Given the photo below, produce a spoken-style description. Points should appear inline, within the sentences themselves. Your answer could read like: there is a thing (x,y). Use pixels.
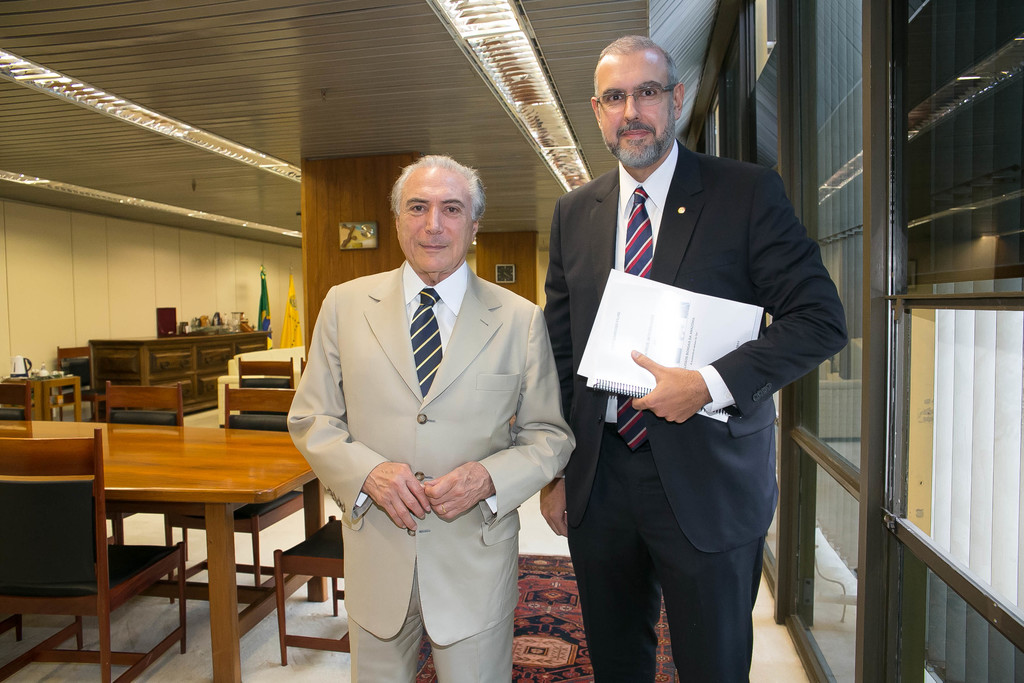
In a room (74,468) there are so many tables (185,464) and chairs (115,396) and two man (376,526) standing in room (810,421) one holding papers (598,353).
